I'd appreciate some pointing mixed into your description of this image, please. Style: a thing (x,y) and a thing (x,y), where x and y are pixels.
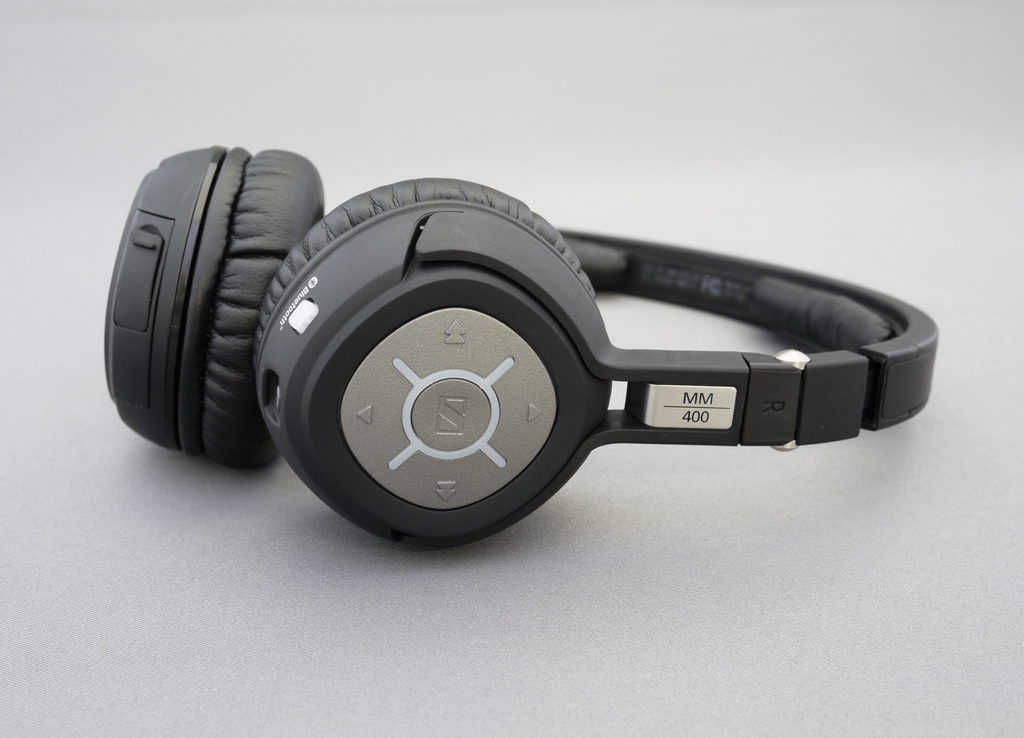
In this image we can see a headphones (357,298) on a surface (752,596). On the headphones (467,413) there are buttons (514,428).
